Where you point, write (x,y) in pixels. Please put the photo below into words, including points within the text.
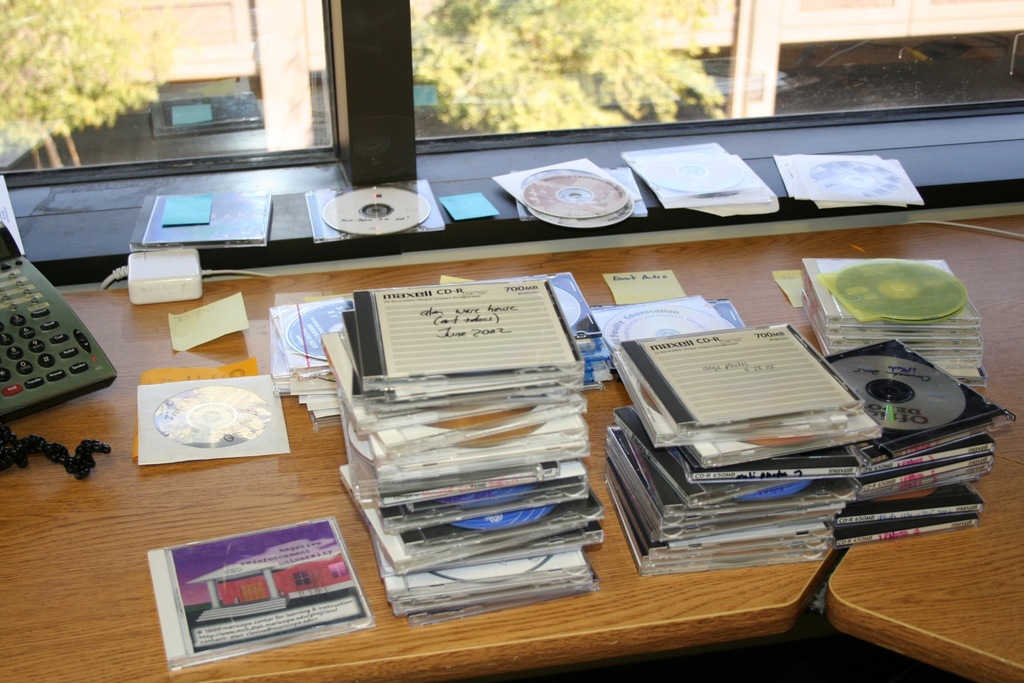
In this image there are so many CD's (382,483) and telephone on the table (435,669), also there is a view of buildings (236,34) and trees (514,95) from the glass window (1013,83).
